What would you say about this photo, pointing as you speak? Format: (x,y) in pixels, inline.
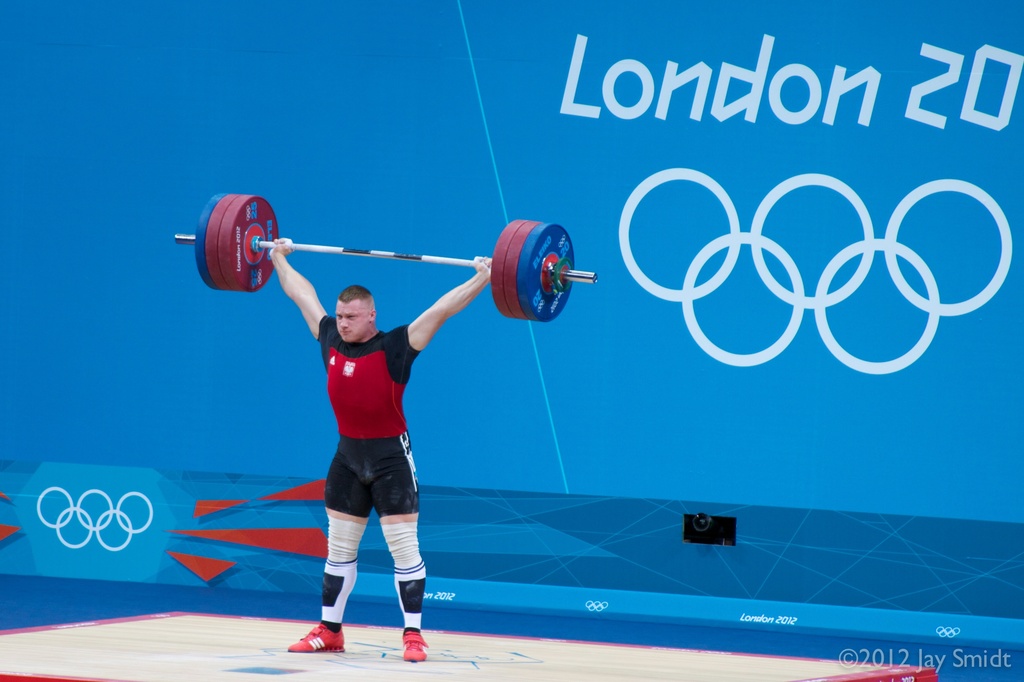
In this image we can see a man (362,334) lifting weight (203,234) and in the background (683,101) there is a blue color wall (615,181) with text (776,96) and design (61,516) on the wall (658,568).
